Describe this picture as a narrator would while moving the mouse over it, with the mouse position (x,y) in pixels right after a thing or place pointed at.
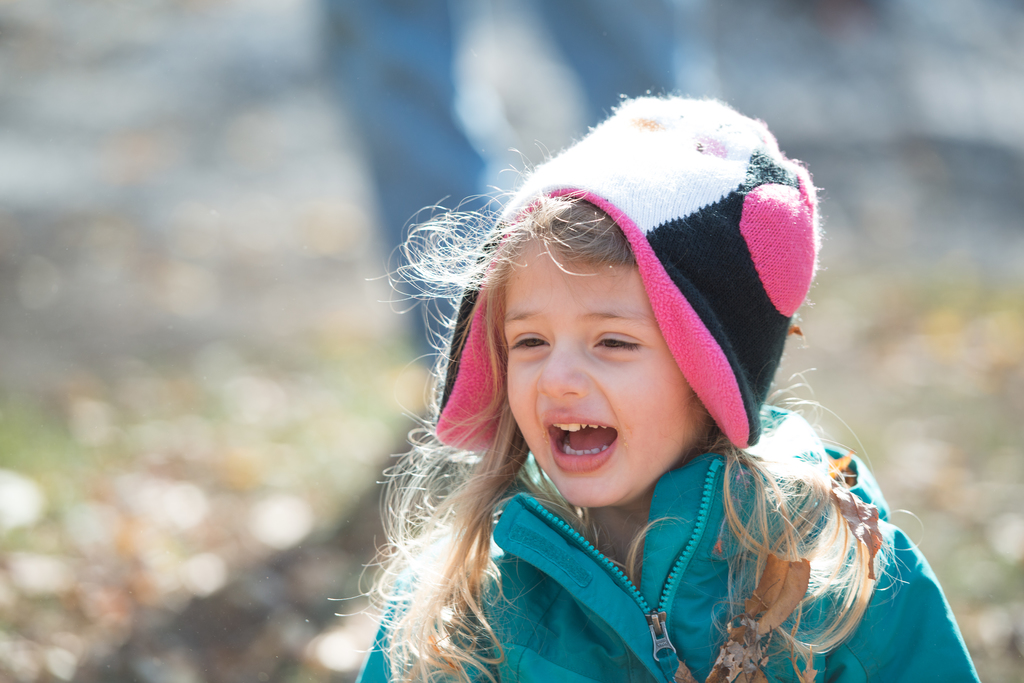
In this picture there is a girl (754,333), wearing a blue jacket (609,588), she is smiling. The background (337,80) is blurred.
